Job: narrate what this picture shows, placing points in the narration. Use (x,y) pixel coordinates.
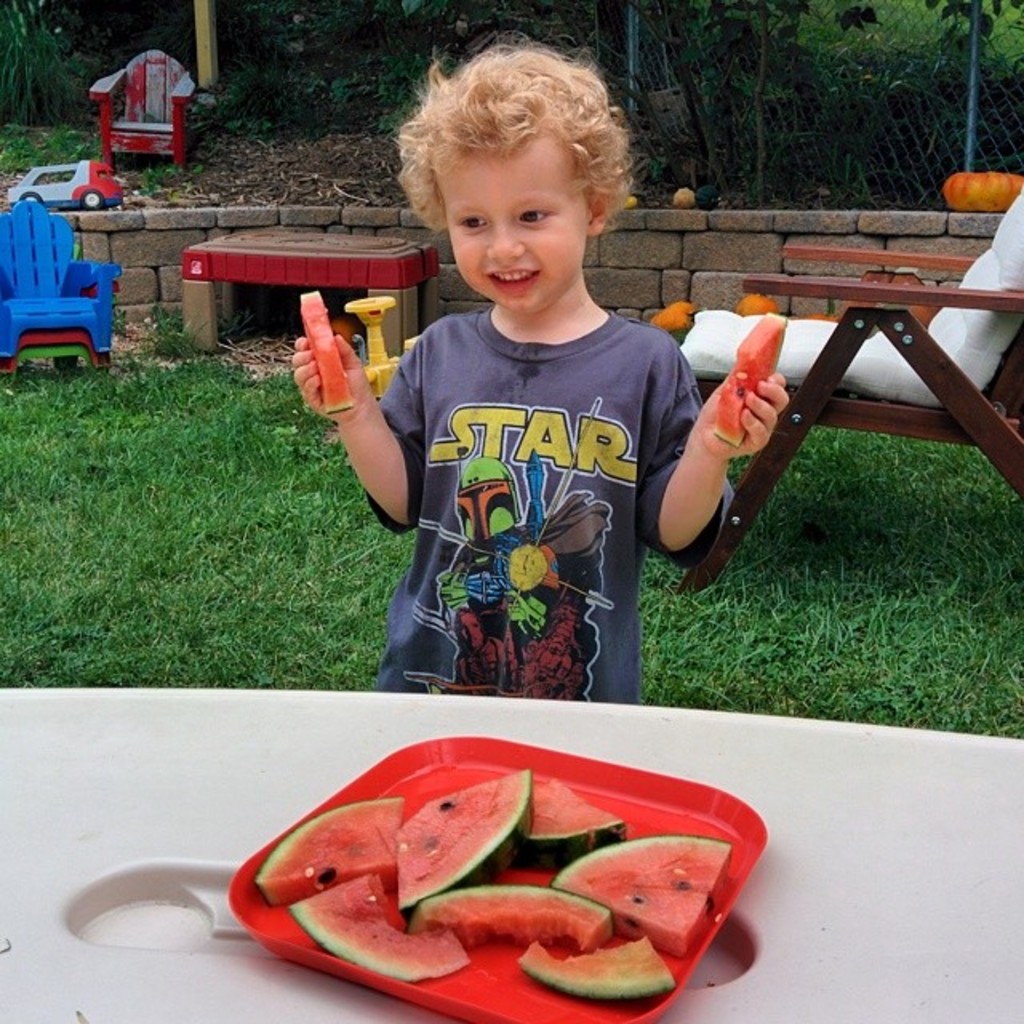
There is a small boy (440,402) holding watermelon slices (777,329) in his hands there is a watermelon plate (732,875) on the table (747,902) in front of him. There are chairs (67,265), tables (394,290), toys (384,303), grassland (105,400) and trees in the background (762,161).
